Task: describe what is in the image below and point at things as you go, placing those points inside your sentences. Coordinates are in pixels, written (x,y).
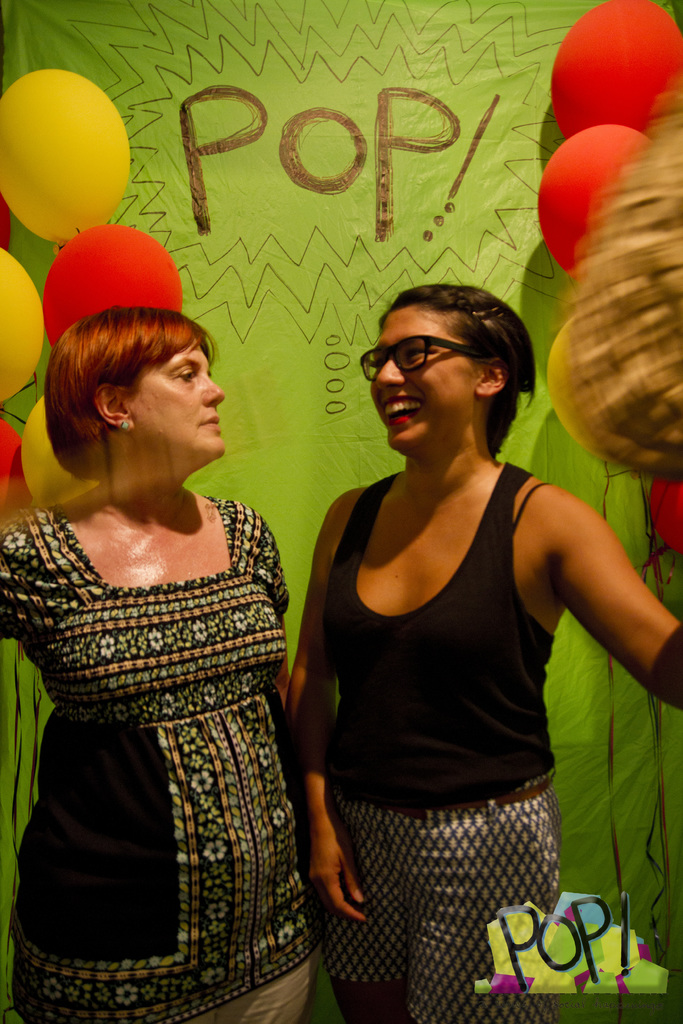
In this image I can see two women (109,561) are standing. Here I can see she is wearing black dress (487,616), specs (482,352) and I can also see smile (408,403) on her face (426,403). In the background (316,129) I can see number of balloons (7,335), a green colour thing (312,253) and on it I can see something is written.
